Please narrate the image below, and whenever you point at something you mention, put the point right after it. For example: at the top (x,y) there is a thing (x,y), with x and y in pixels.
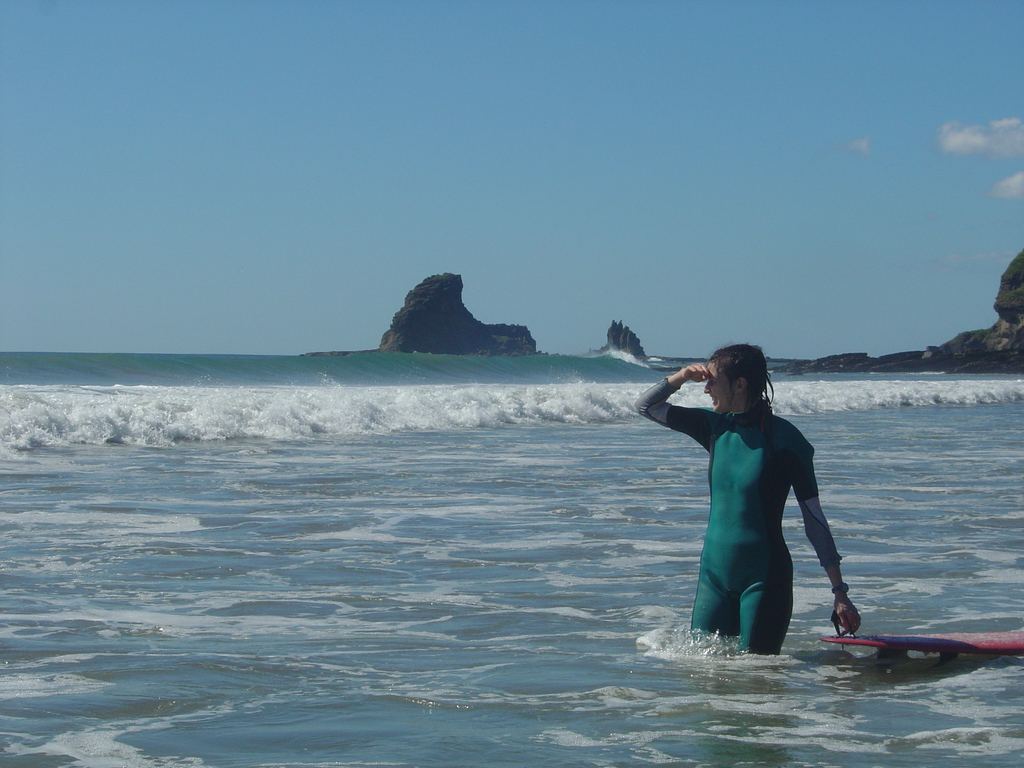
On the right side of the image (706,371) we can see a person (751,536) standing and holding a surfing board (863,644). In the background (324,413) there is a sea (456,380), rocks (518,332) and sky (551,173).
